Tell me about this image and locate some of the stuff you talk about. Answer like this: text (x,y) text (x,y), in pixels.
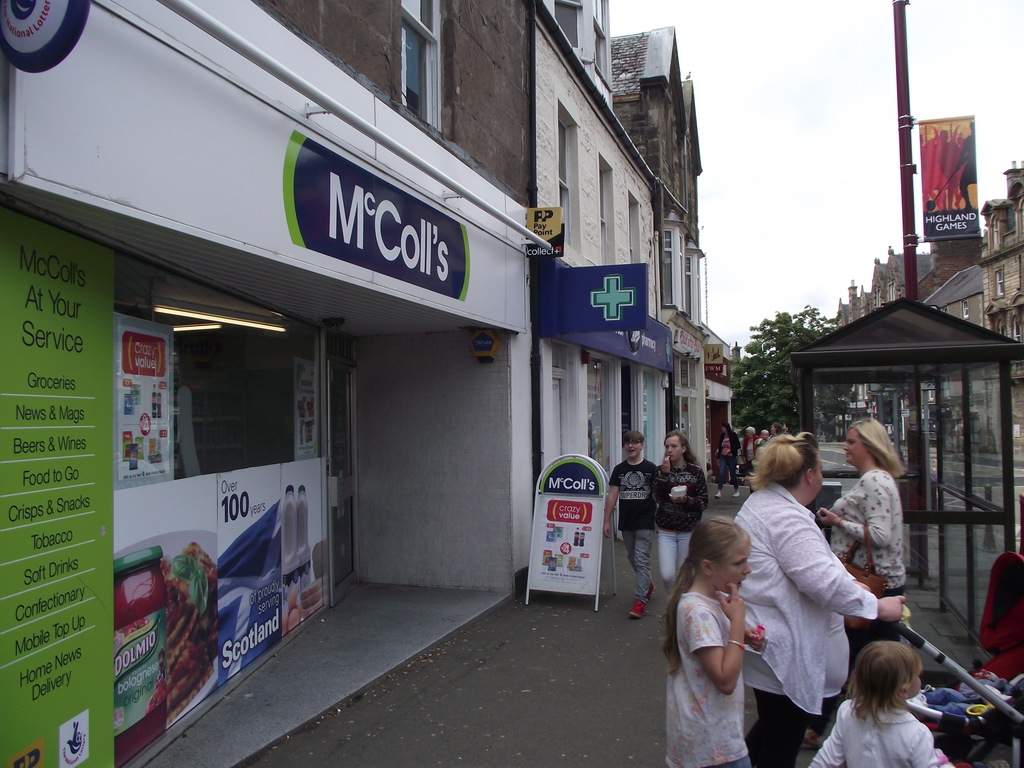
In this image, we can see people (783,556) and some are holding some objects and there is a lady (839,547) wearing a bag (848,561). In the background (523,282), there are buildings (665,322) and we can see a pole (910,224) and there are boards (952,165) and trees (797,334) and there are some posters (927,227) and a booth (896,438). At the top (772,96), there is sky (757,64) and at the bottom (551,644), there is a road (608,689) and a trolley (1003,710).
